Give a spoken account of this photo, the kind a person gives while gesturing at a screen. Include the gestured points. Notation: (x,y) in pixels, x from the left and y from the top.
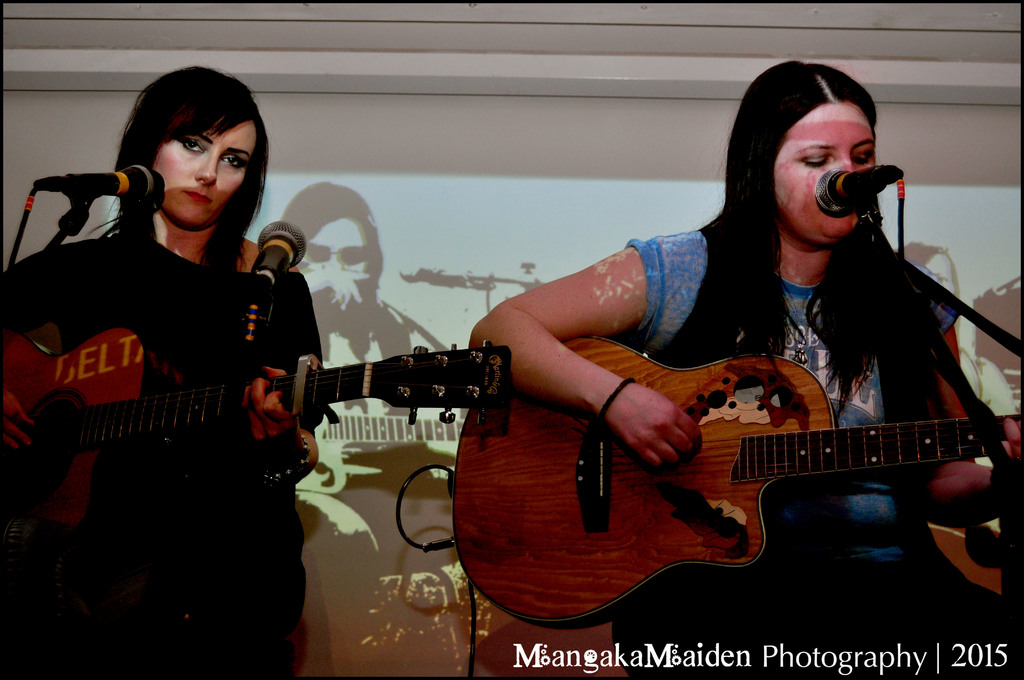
In the image there are two women's (728,272) sitting on chair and playing their musical instruments (807,421) in front of a microphone (840,199). In background (520,169) there is a screen (402,219) and a wall (410,144) which is in white color.
